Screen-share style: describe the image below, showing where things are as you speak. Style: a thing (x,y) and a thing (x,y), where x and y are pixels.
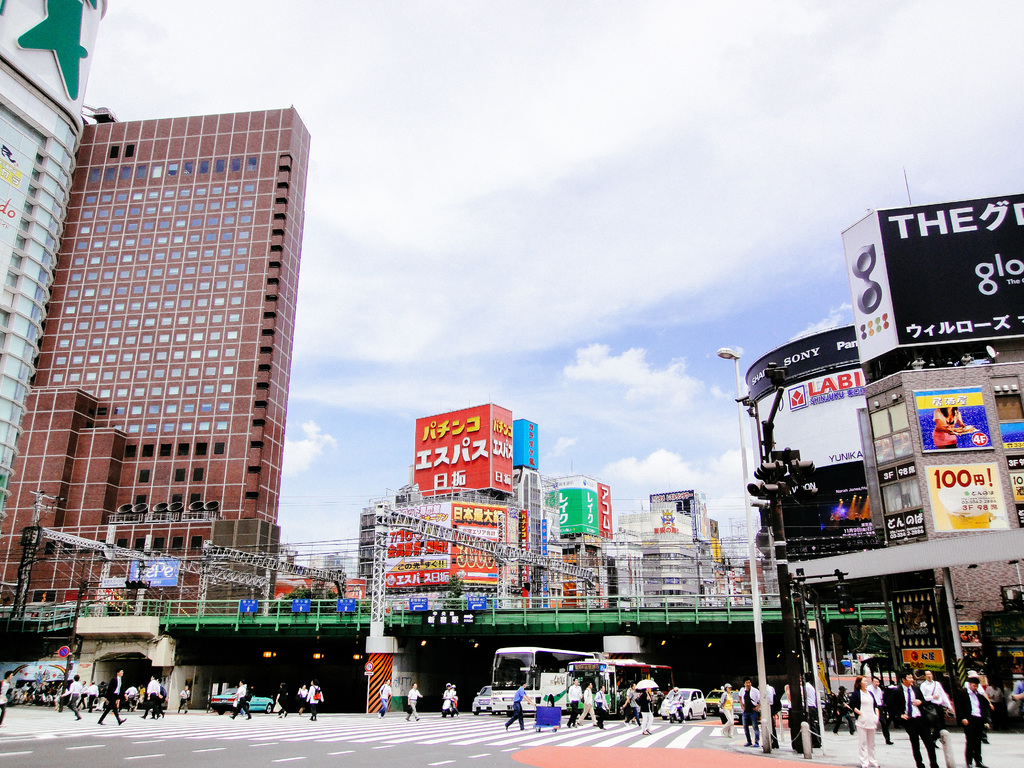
In this image, we can see buildings (561,538), hoardings (928,341), banners (980,513), rods (498,601), traffic signals (840,586), poles (22,583) and sign boards (988,489). At the bottom of the image (86,697), we can see a group of people (995,686). Few are standing and walking. Here we can see vehicles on the road (325,753). Background (473,334) there is a sky (581,281).
